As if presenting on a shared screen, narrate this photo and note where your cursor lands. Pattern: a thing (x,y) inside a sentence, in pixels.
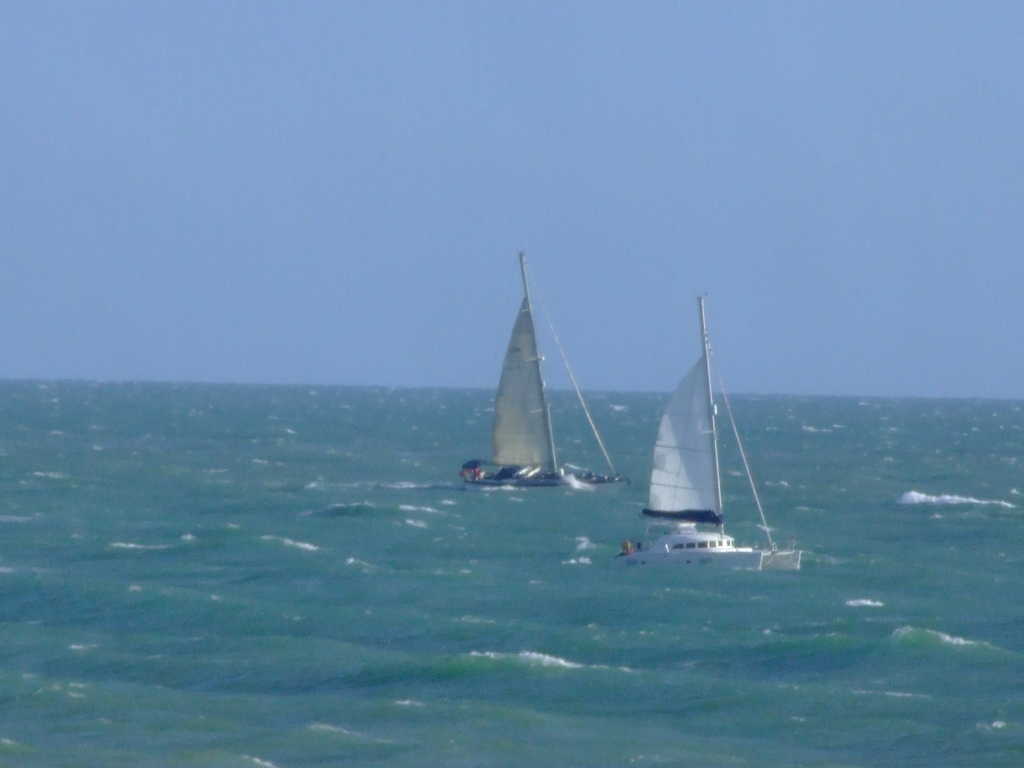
In this image I can see ocean (229,536) and I can see two boats (659,554) visible in the ocean (398,618) and at the top (772,106) I can see the sky (720,155).
